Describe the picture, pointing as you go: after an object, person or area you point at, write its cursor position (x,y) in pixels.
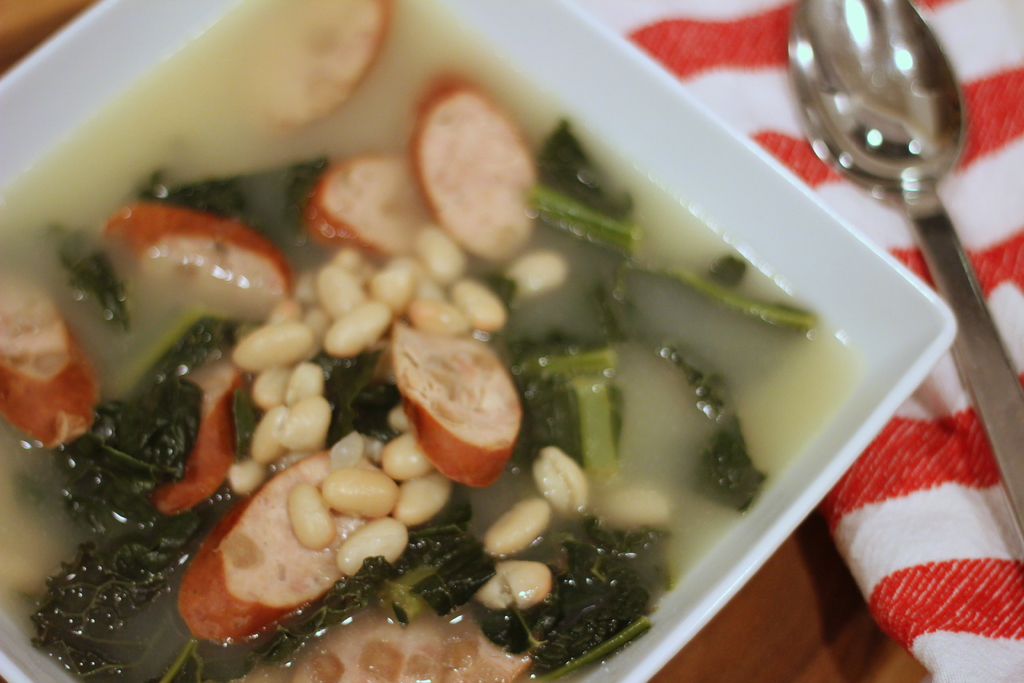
In this image we can see a bowl (656,137) with some food items (367,187), there is a cloth (926,524) and a spoon (872,153) beside the bowl (67,61) on the table (815,603).
